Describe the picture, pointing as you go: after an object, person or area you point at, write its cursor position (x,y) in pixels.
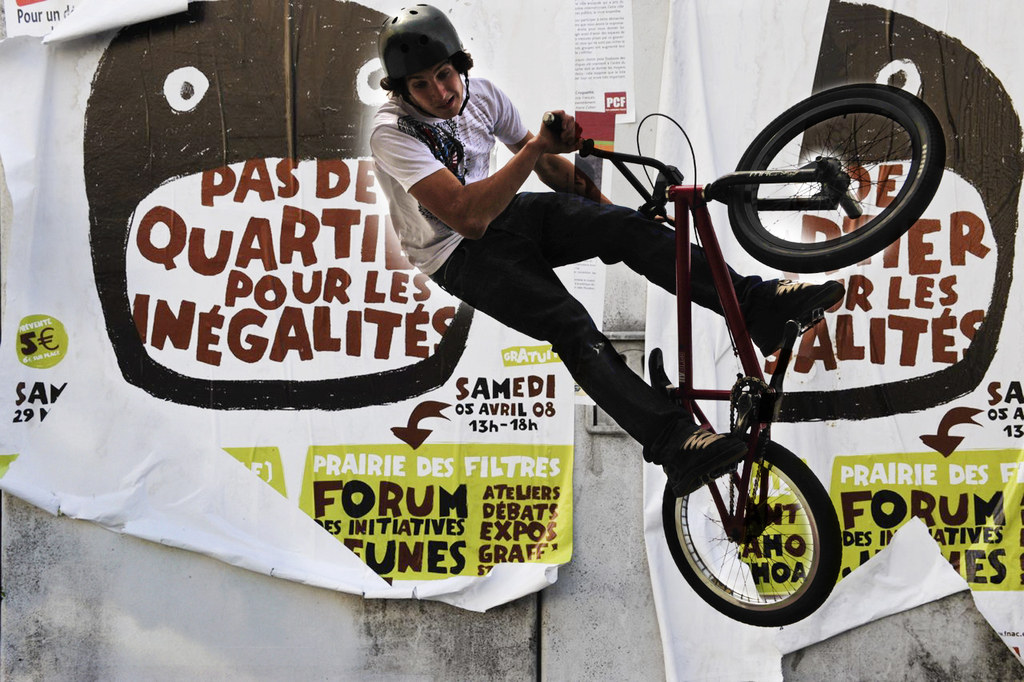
In this image I can see a person (691,422) riding on bicycle (707,389), wearing a helmet (427,45) on his head (409,71) and on his back ground (88,468) there is a paper (31,192) and there is a text (283,331) written on the papers (408,523).
